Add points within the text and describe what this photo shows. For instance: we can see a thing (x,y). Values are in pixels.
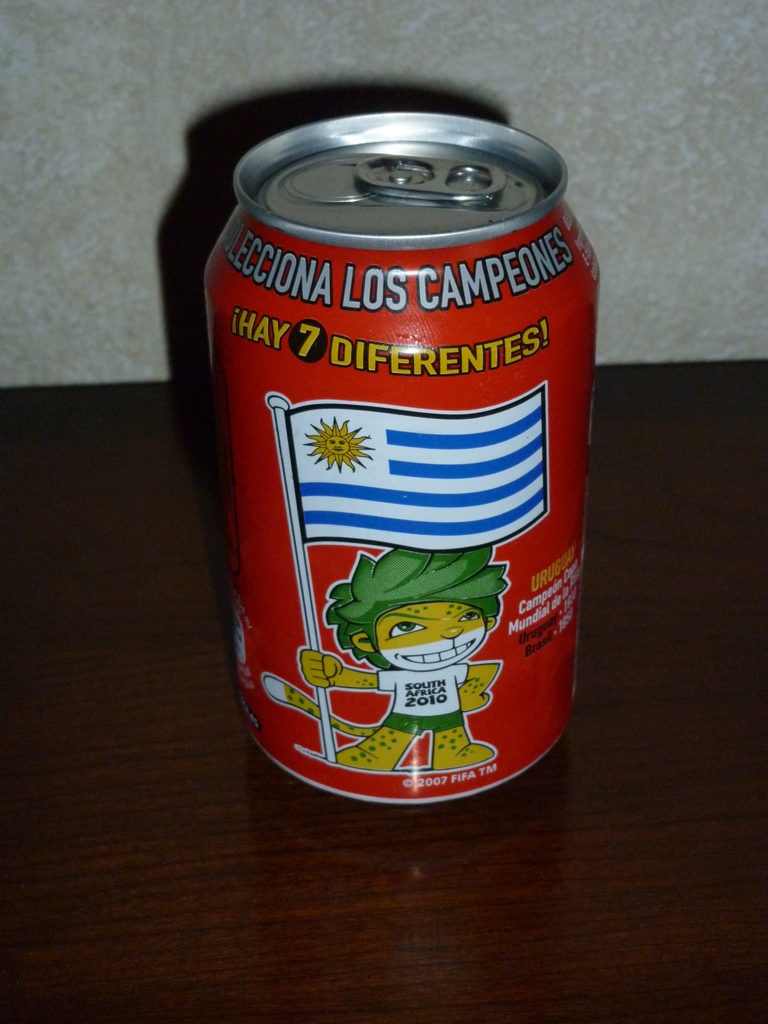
In this image there is a drink can (338,417) on the wooden surface (324,856). There are pictures (412,411) and text (349,304) on the drink can (421,296). Behind it there is a wall (318,60).
